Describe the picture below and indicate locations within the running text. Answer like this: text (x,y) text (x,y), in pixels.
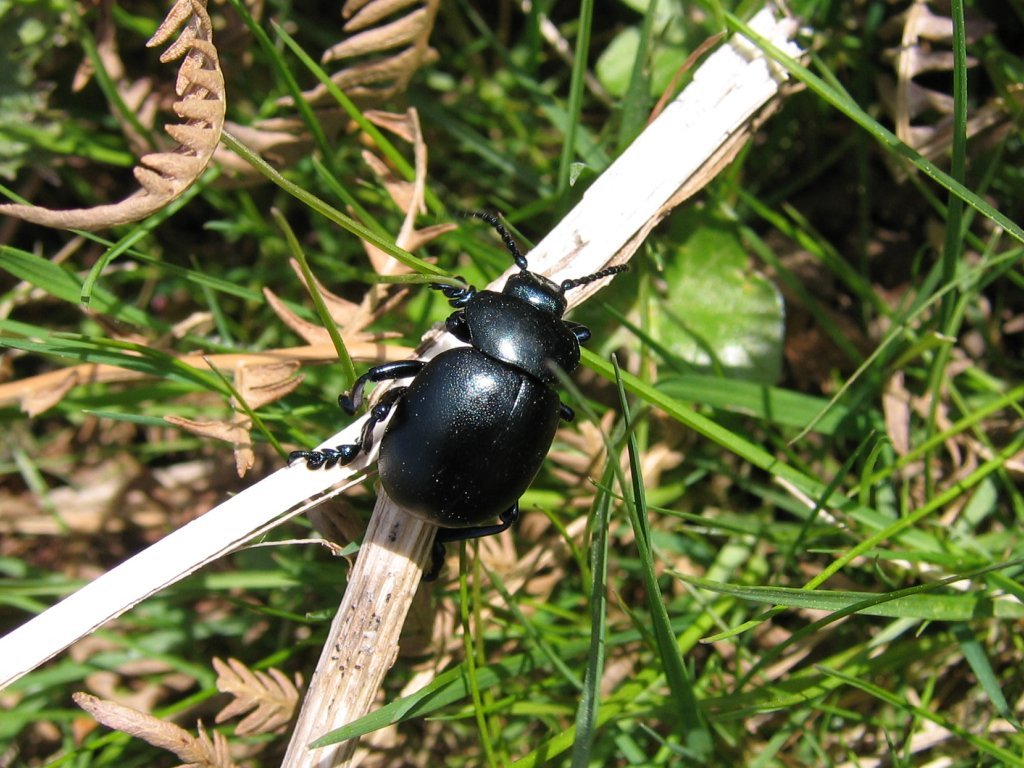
In this image there is an insect (416,452) on the stick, there are few leaves (390,339) and grass (245,225).
